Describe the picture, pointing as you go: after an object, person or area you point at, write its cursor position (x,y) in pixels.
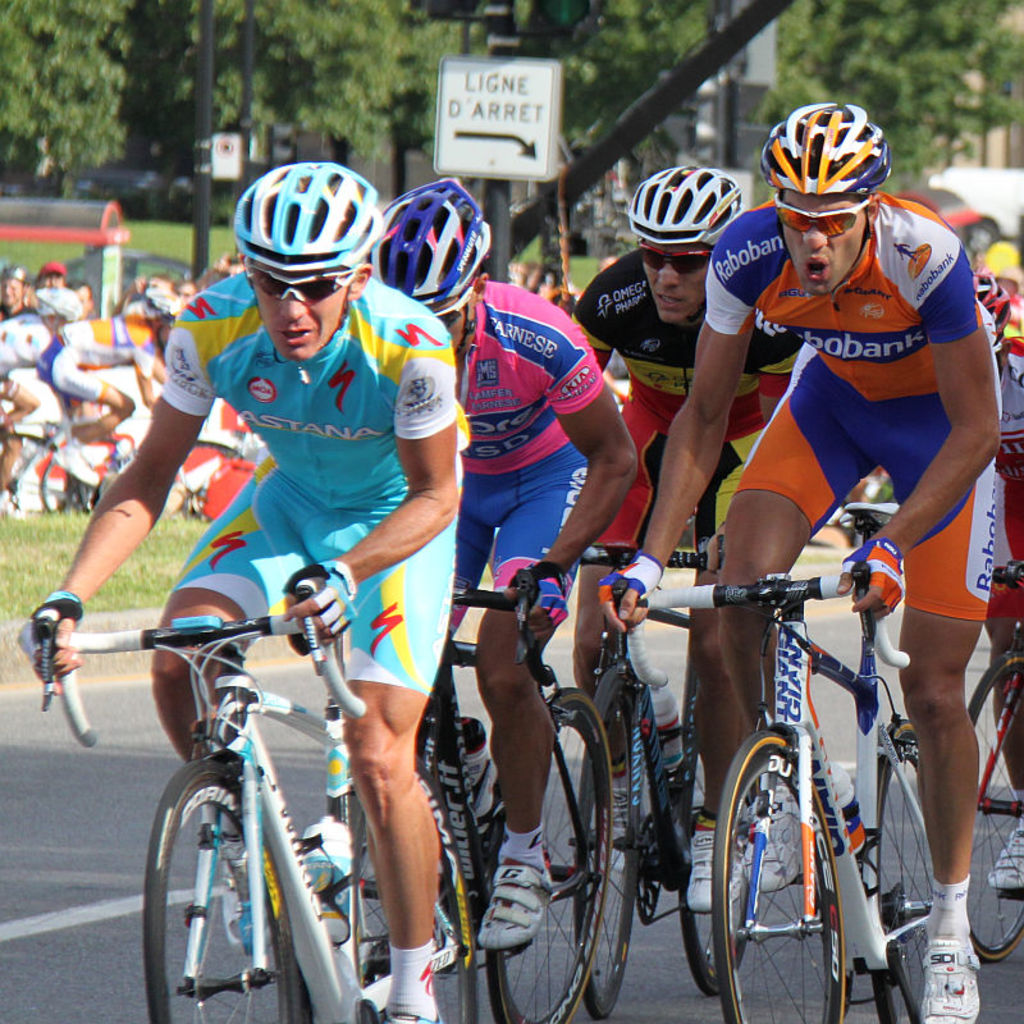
In the foreground (568,594), I can see a group of people (563,542) are riding bicycles (876,680) on the road (101,863). In the background (150,573), I can see grass (167,577), a crowd (33,442), light poles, boards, trees (191,100), vehicles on the road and buildings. This image taken, maybe during a day.
